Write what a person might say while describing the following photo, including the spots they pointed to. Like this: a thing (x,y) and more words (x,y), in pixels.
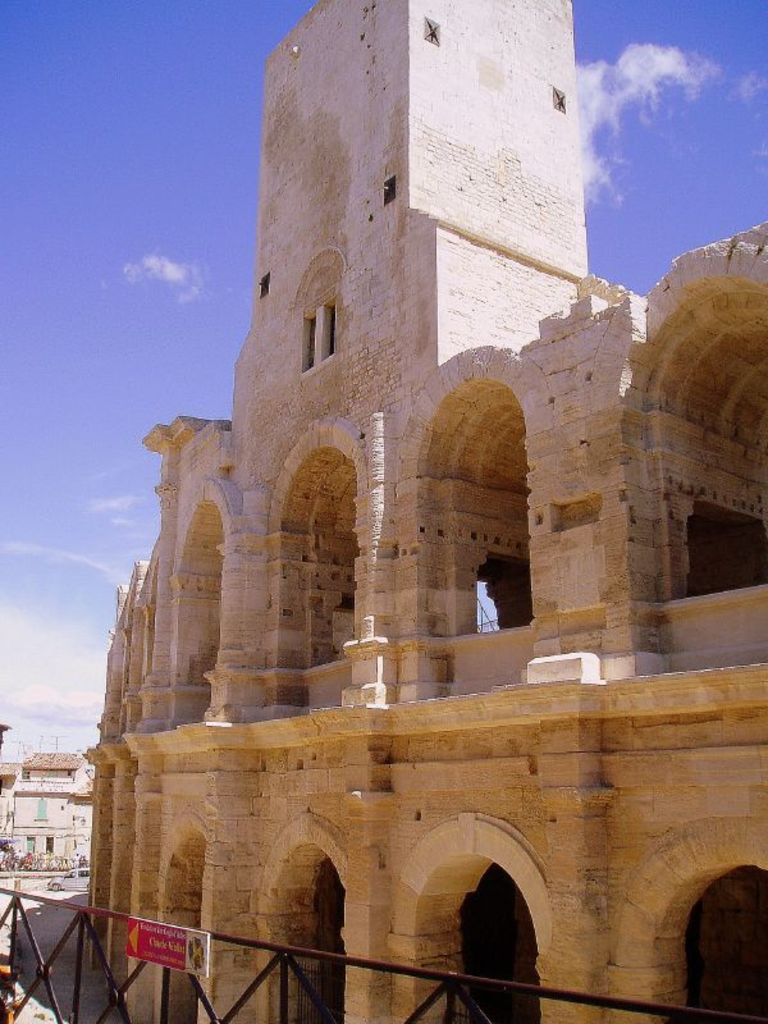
In this image, I think this is an historic building (541,757). At the bottom of the image (135,944), I can see a board (135,944), which is attached to an iron grill (78,951). This looks like a vehicle (71,882) on the road (75,891). I think these are the houses (64,757). I can see the clouds (651,80) in the sky (589,145).
